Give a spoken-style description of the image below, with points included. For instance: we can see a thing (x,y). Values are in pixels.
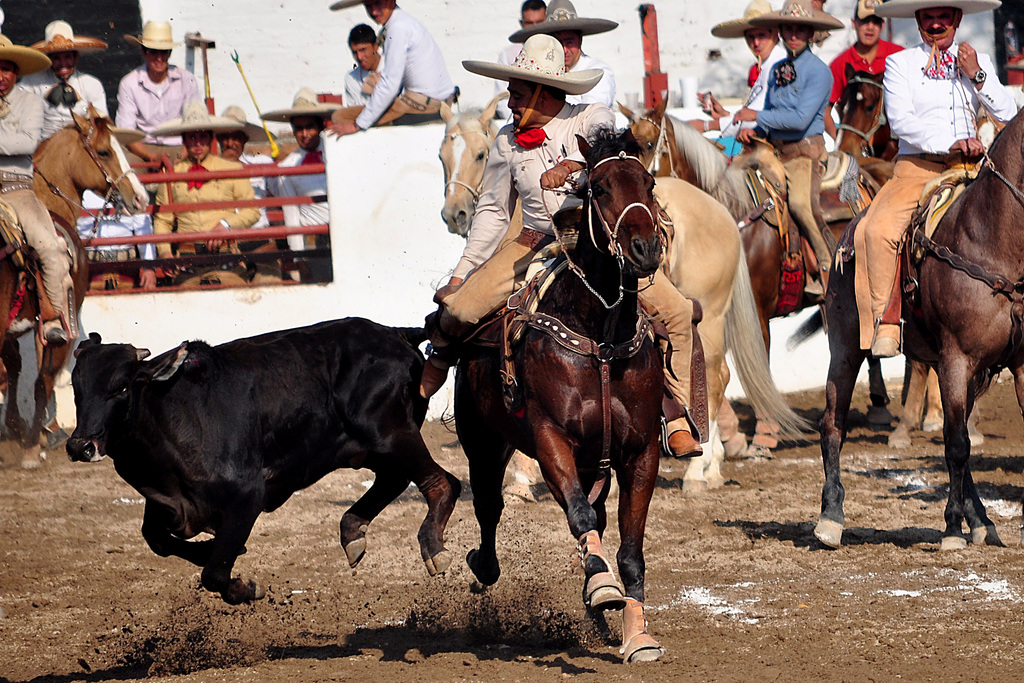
This is an outside view. Here I can see few people (891,180) are wearing white color shirts (534,197), caps (564,91) on the heads (932,23) and sitting on the horses (551,372). On the left side (268,394) I can see a black color animal (212,401) which is running. At the bottom of the image (758,634) I can see the ground (719,607). In the background (278,115) there are few people (424,88) wearing shirts (162,95), caps (23,45) on their heads (148,68), standing and looking at these people (527,242). On the top of the image (250,23) I can see a wall (214,15).
